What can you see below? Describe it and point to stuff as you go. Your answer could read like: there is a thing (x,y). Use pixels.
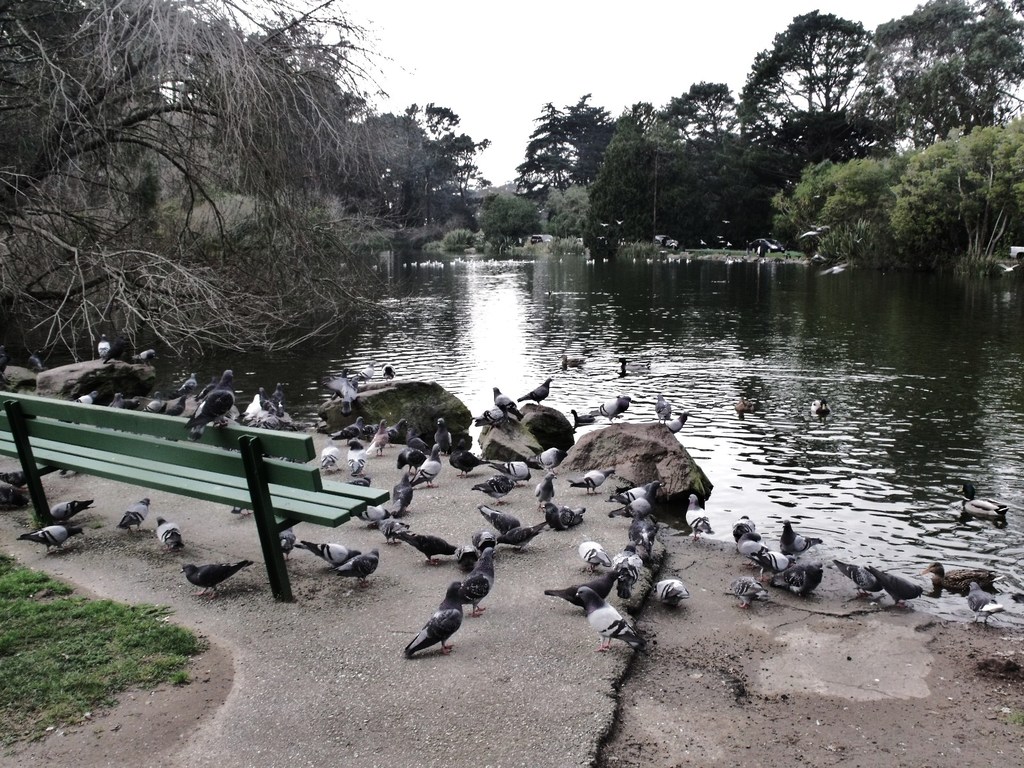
In this image we can see some birds (524,533), there is bench (255,481) which is in green color and in the background of the image (482,385) there is some water (468,308), there are some trees (953,217) and top of the image (505,57) there is clear sky (475,30).
